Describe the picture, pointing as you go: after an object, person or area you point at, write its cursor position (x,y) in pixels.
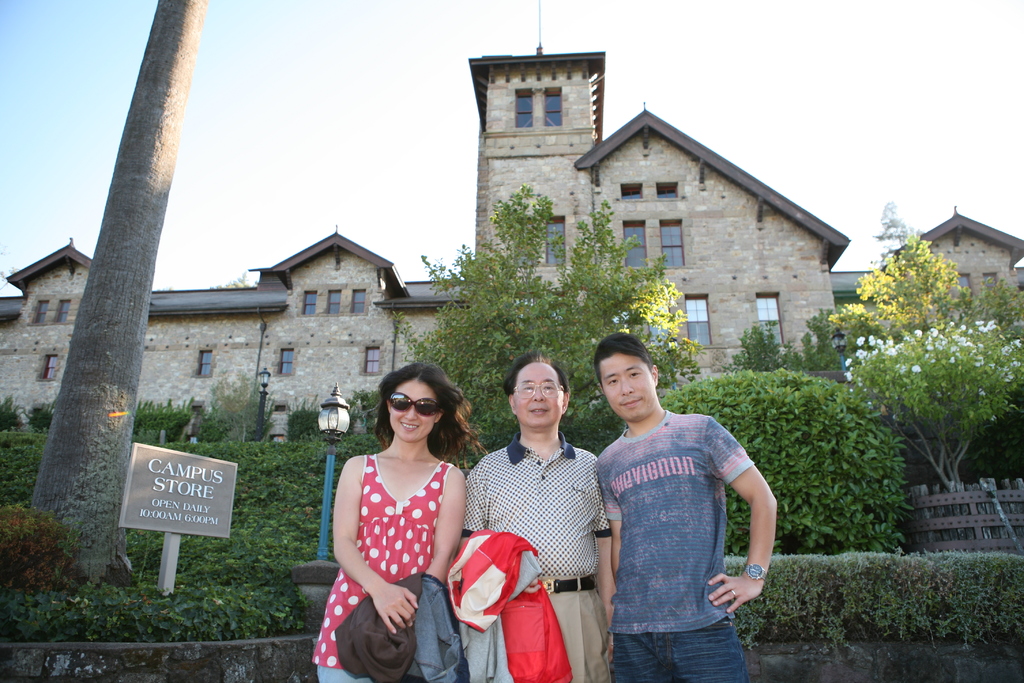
In this image we can see three people (568,655) standing, among them, two people (566,649) are wearing the spectacles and holding the objects (515,578), there is a building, also we can see some trees (976,356), plants (954,364), flowers (944,363), poles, lights (333,422) and a board (147,471) with some text (192,485), in the background (733,57), we can see the sky (693,53).
